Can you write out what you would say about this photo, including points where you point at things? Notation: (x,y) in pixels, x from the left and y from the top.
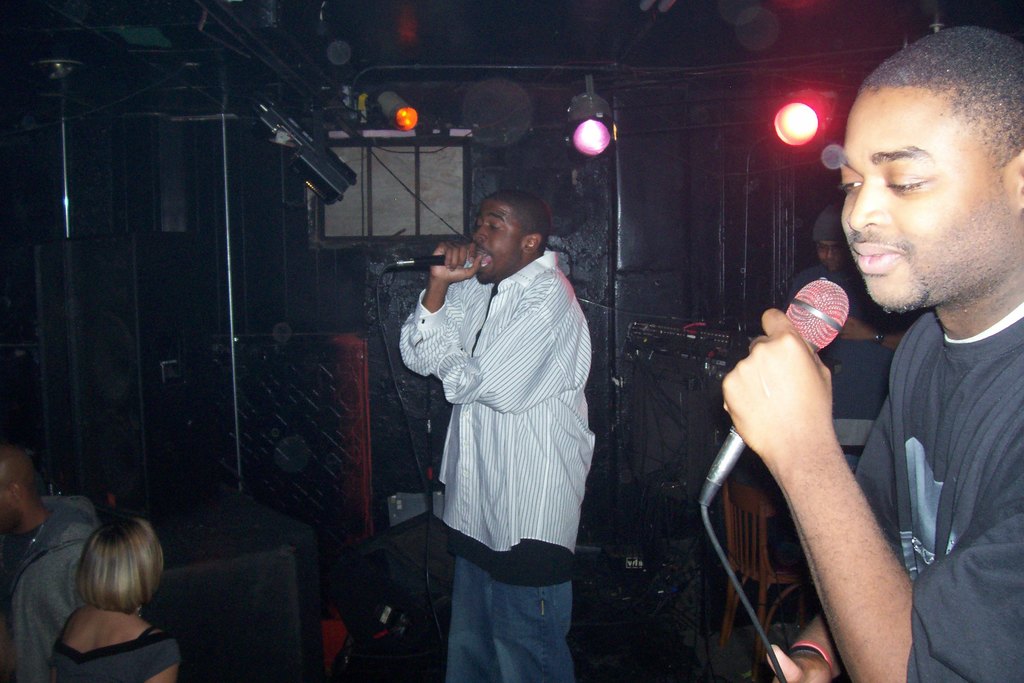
This image is clicked in a musical concert. There are 5 people (842,578) in this image. The one who is in the middle (478,241) is singing. The one who is on the right side (828,489) holding a mike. And there are two people (98,558) in the bottom left corner (77,593). There are lights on the top (319,200).
